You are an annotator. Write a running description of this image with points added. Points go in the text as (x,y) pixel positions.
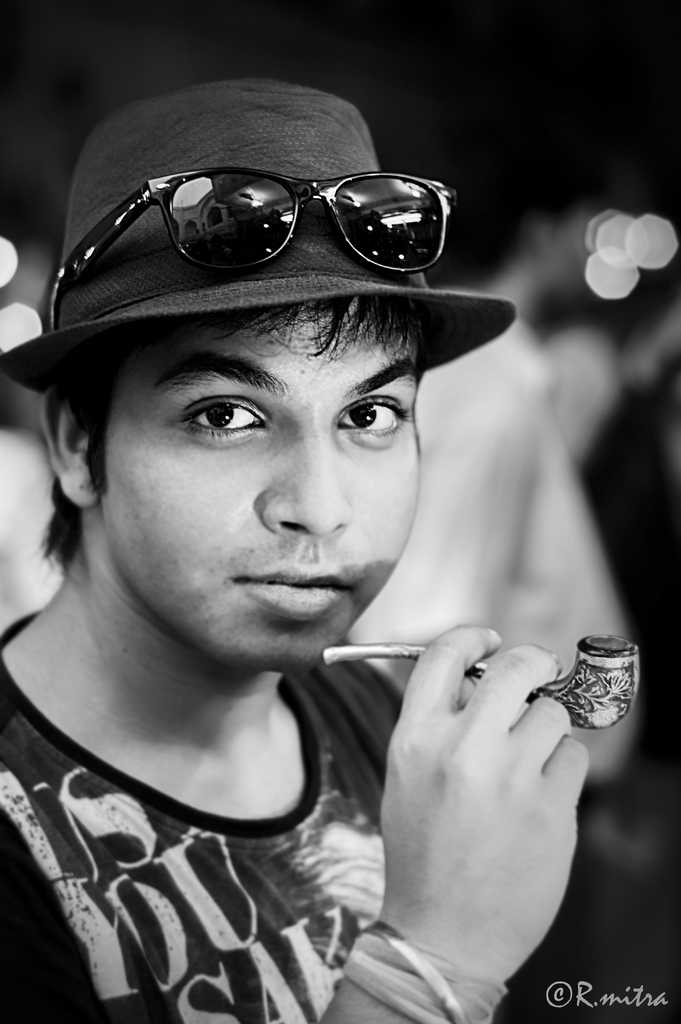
In this image, we can see a man (491,711) wearing black color goggles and holding something in his hand (491,822). In the background (619,195), we can see black color and white color.
